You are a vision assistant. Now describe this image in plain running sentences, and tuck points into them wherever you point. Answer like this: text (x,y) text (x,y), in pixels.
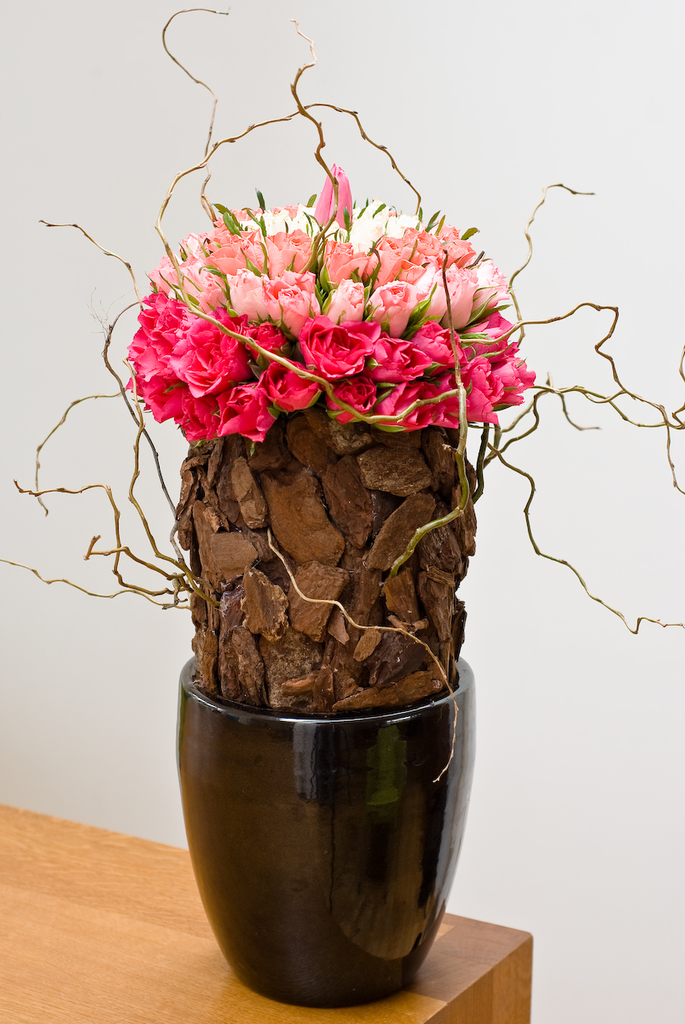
In the picture there is a table (35,980), on the table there is a flower vase (222,735) present, beside the table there is a wall (675,220).
